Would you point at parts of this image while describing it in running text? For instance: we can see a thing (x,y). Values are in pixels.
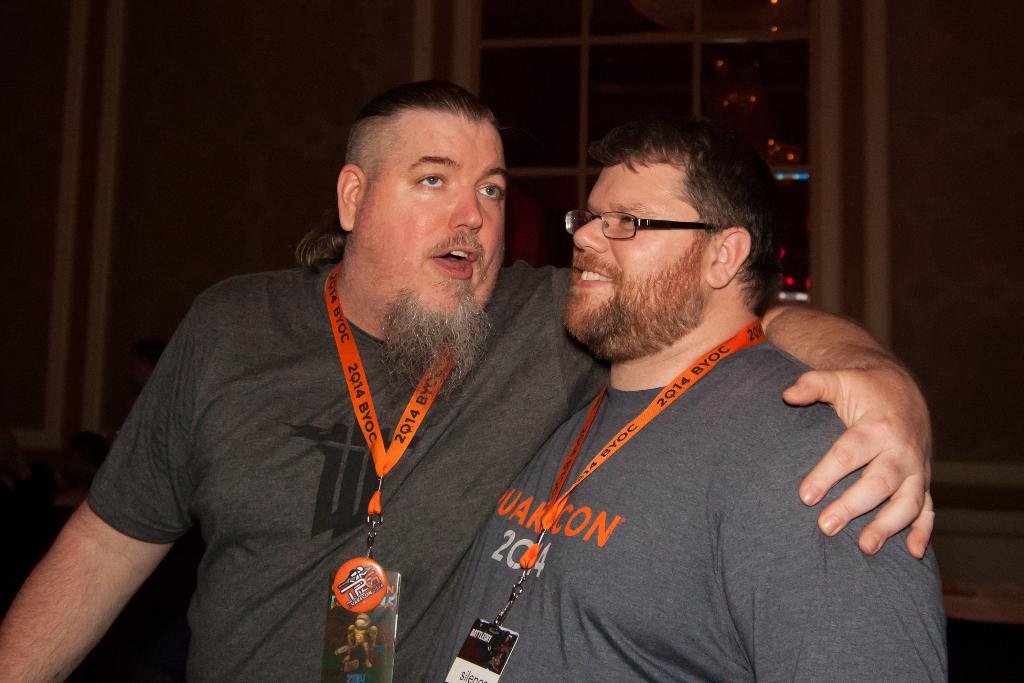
In this image I can see two persons (419,571) and the person (688,517) at right (697,544) is wearing gray color shirt (712,542), background (773,9) I can see the window (729,99) and I can also see few lights (775,26).
